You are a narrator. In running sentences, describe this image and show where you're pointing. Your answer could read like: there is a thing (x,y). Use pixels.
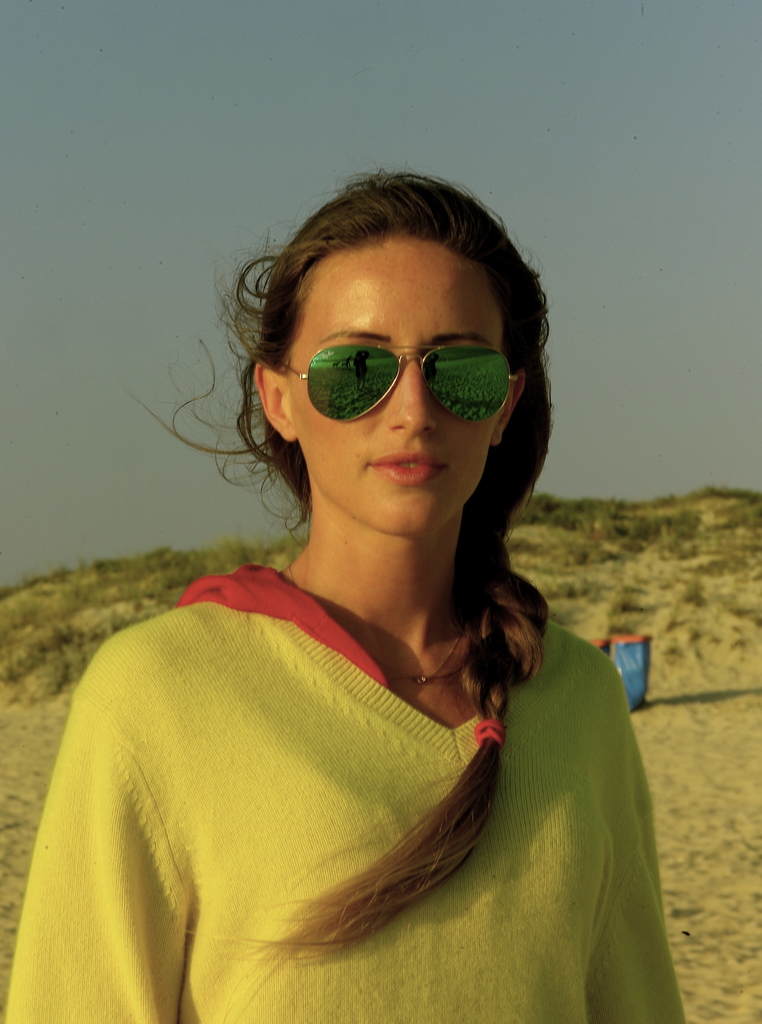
In this image we can see a person (398,552) standing and wearing a goggles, in the background (31,772), we can see sand (694,691), blue color object (645,664), grass (594,556) and sky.
